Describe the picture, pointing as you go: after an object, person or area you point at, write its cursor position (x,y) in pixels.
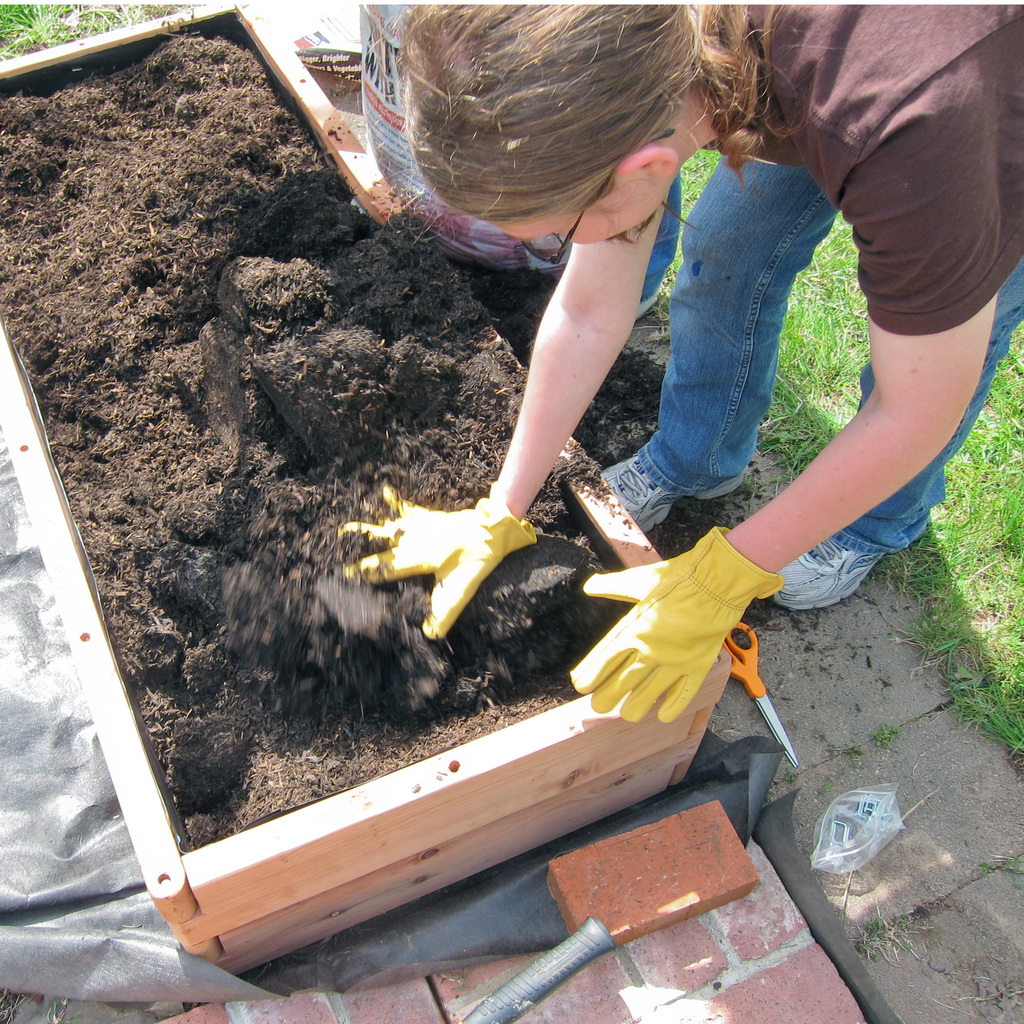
In the center of the image (346,635) there is a mud (259,619) in the container (227,740). On the right side of the image (835,195) we can see women (541,433) standing at the container (572,730). At the bottom of the image (1008,715) we can see scissors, grass (973,674), brick (622,882).
